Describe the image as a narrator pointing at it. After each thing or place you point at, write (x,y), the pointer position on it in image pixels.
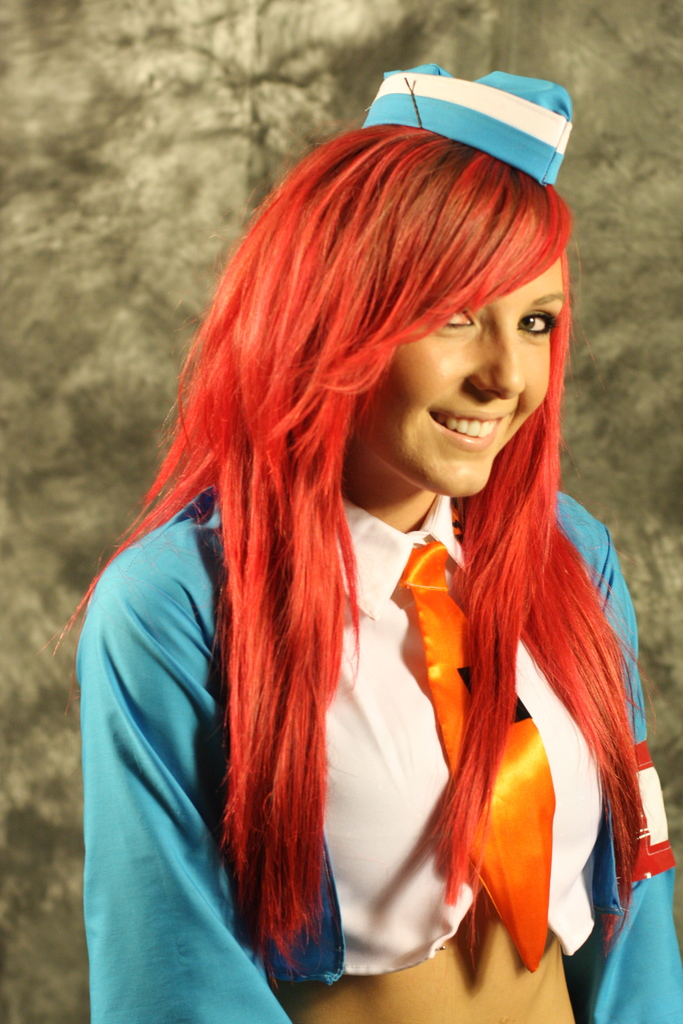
In this picture I can see there is a woman (565,339) standing, she is wearing a blue cap (501,98), blue coat (182,937), white shirt (364,831) and a orange tie (459,710). In the backdrop (79,366) I can see there is a brown surface (62,359).
